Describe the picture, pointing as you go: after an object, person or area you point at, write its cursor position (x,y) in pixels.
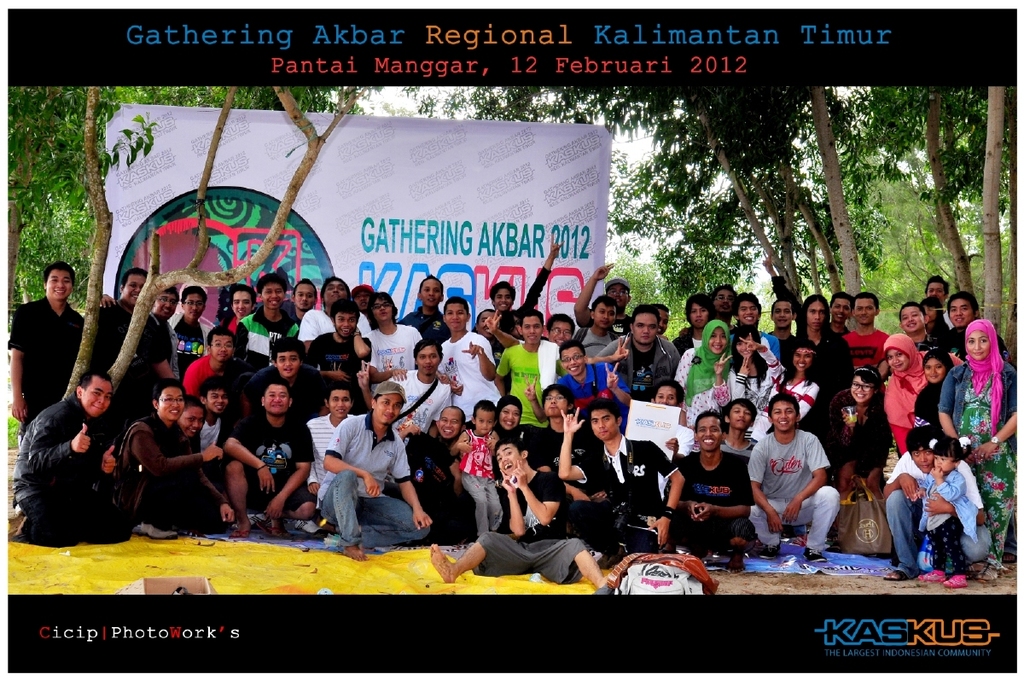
In this picture I can see there are a group of people (426,538) here. Among them few people (268,316) are standing and few are sitting. They are wearing different color t-shirts (424,410) and there is a banner (378,198) in the backdrop (373,261), there is something written on it and there are few trees (90,86) in the backdrop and the sky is clear.
